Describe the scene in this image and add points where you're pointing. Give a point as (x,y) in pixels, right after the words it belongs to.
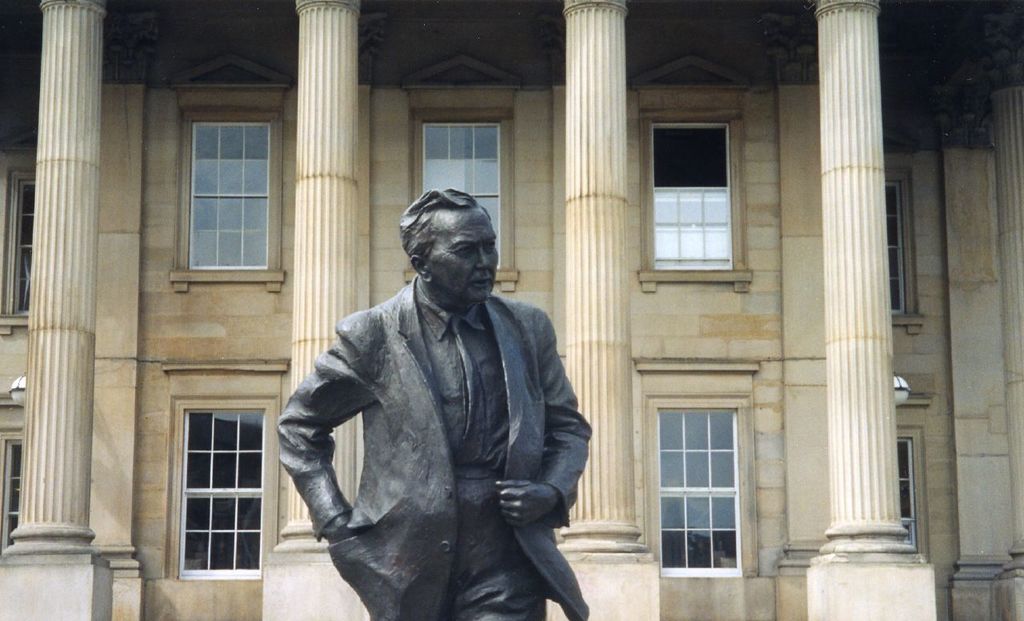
In this picture we can see a statue (433,291) of a man (395,532). In the background of the image (849,278) we can see pillars (822,193) and windows (255,208).
